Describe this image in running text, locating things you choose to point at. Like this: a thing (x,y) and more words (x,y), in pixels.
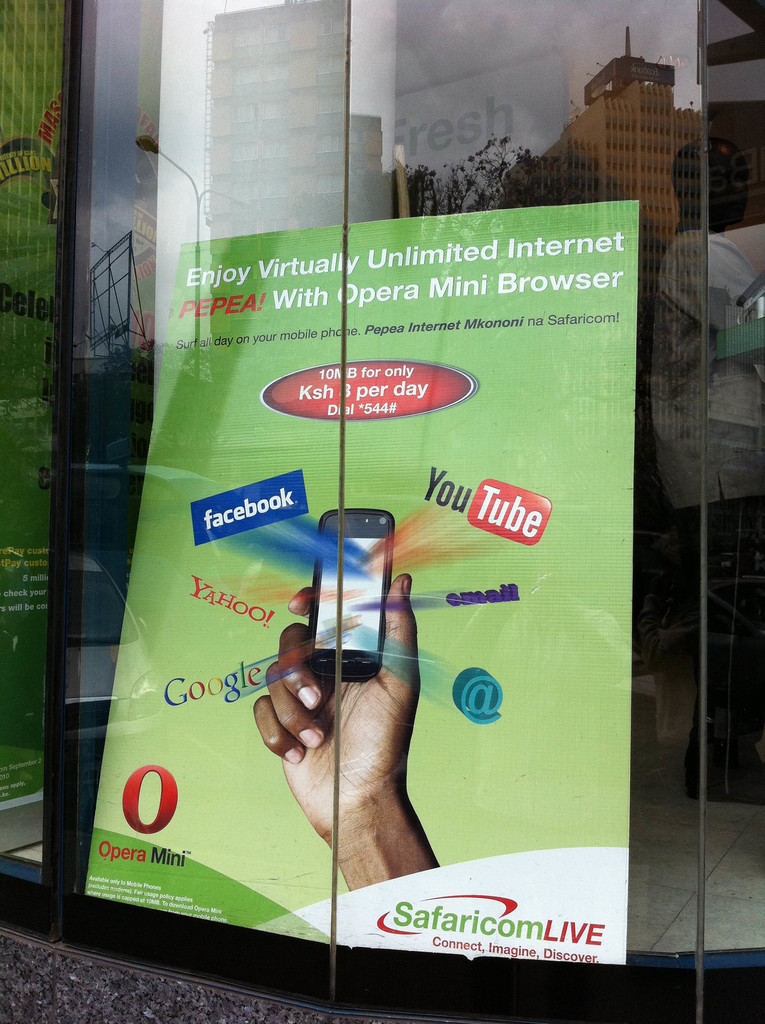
In the center of the image (431,580) there is a wall (114,1011) and glass (352,548). Through the glass (666,382), we can see posters (360,517), one person (754,463) and some object (735,353). On one of the posters (457,429), we can see the hand (331,817) of a person (350,748) is holding a phone (363,617). And we can see some text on the posters (290,260). And we can see the reflections (387,201) of a few objects (136,317) on the glass (95,517).
